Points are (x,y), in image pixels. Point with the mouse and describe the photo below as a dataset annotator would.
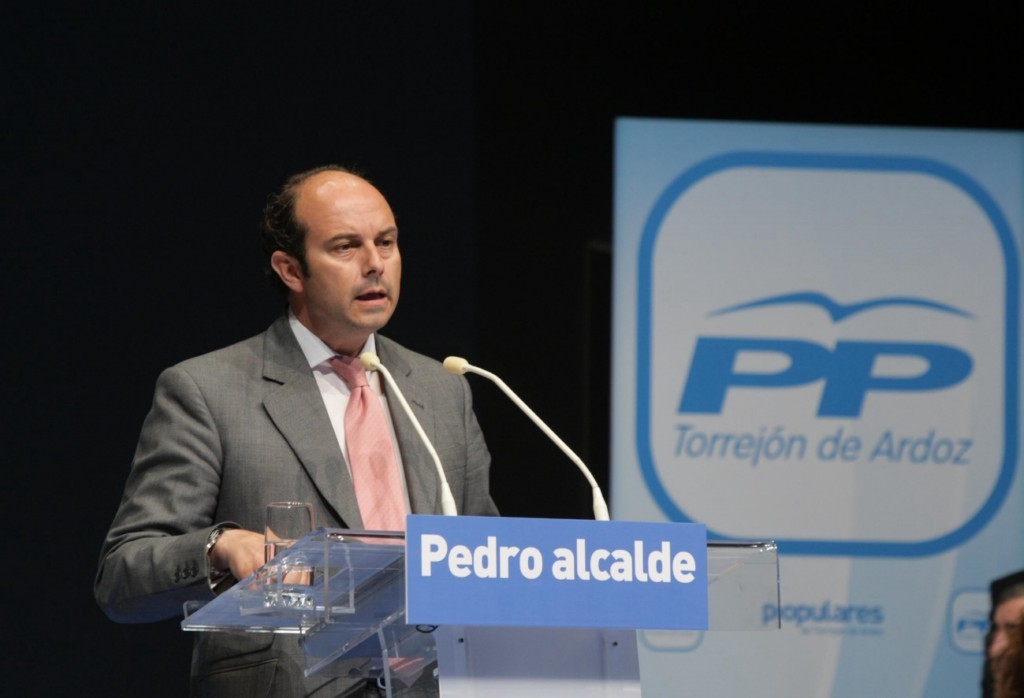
In the foreground of the picture (248,441) there is a man (326,433) wearing suit (309,436) and speaking, in front of him there is a podium (450,608), on the podium (418,595) there are mics (393,390) and a glass (309,529). In the background (843,164) towards right (919,291) there is a hoarding (773,383). The background (441,265) is black.
